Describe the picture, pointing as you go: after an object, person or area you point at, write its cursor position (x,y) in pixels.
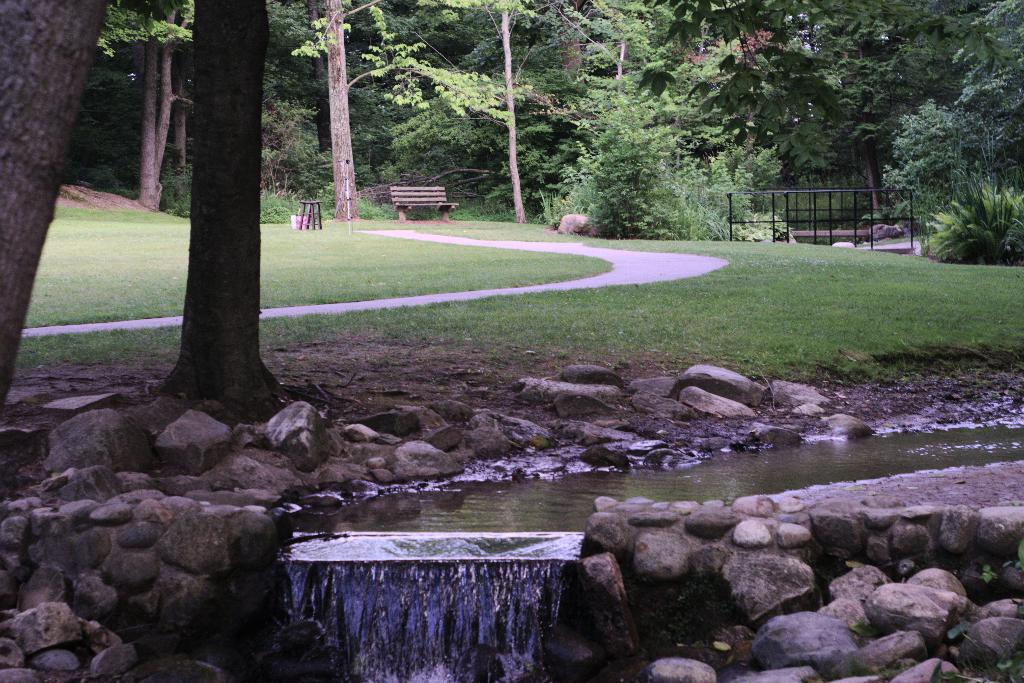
In this image we can see water stream (458,564). To the both sides of the water stream (564,538), stones (140,539) are there. We can see grassy land (454,282) and trees (209,256) in the middle of the image (441,260). There are trees (470,108), bench (413,200) and fencing (816,191) at the top of the image (822,194).
